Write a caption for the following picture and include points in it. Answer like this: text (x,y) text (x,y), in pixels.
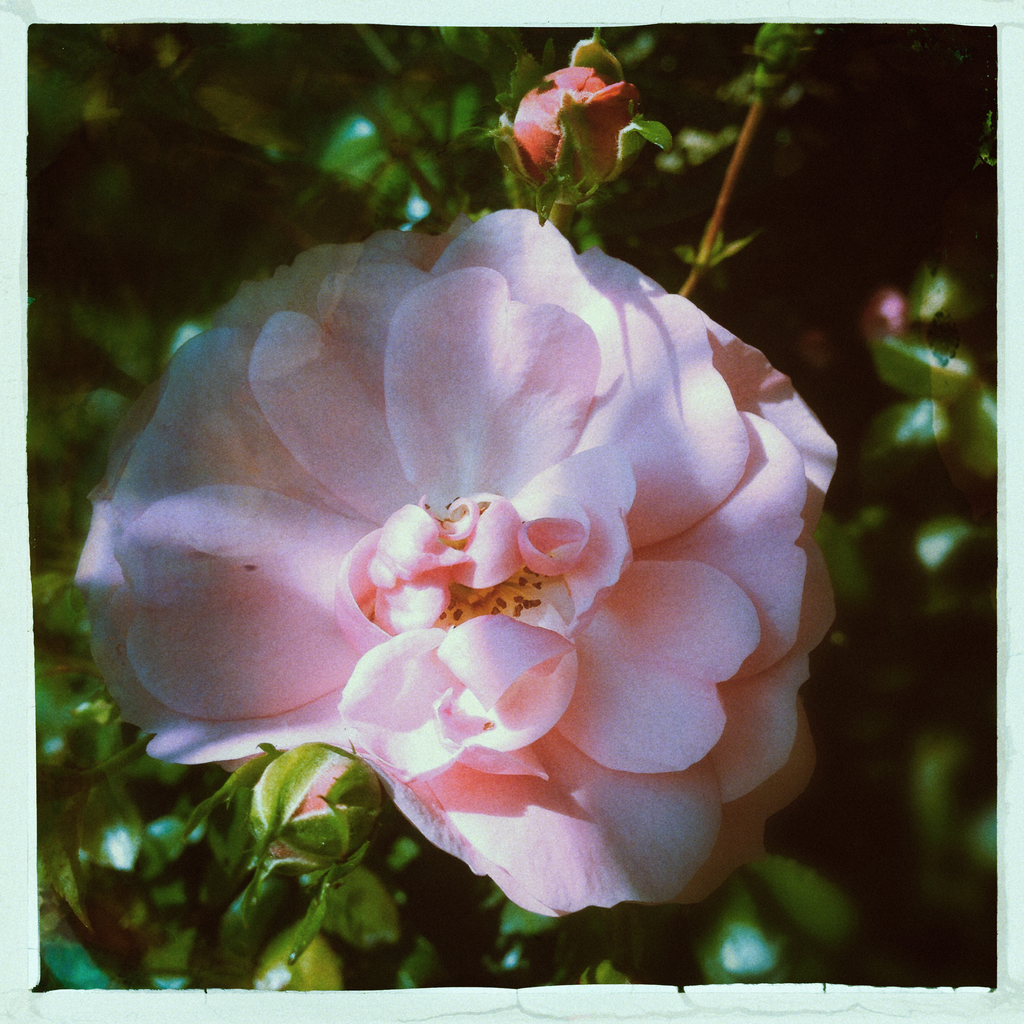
In this image we can see a flower (689,551) and also buds (328,851) to the plant (349,792) and the image has borders (54,10).
